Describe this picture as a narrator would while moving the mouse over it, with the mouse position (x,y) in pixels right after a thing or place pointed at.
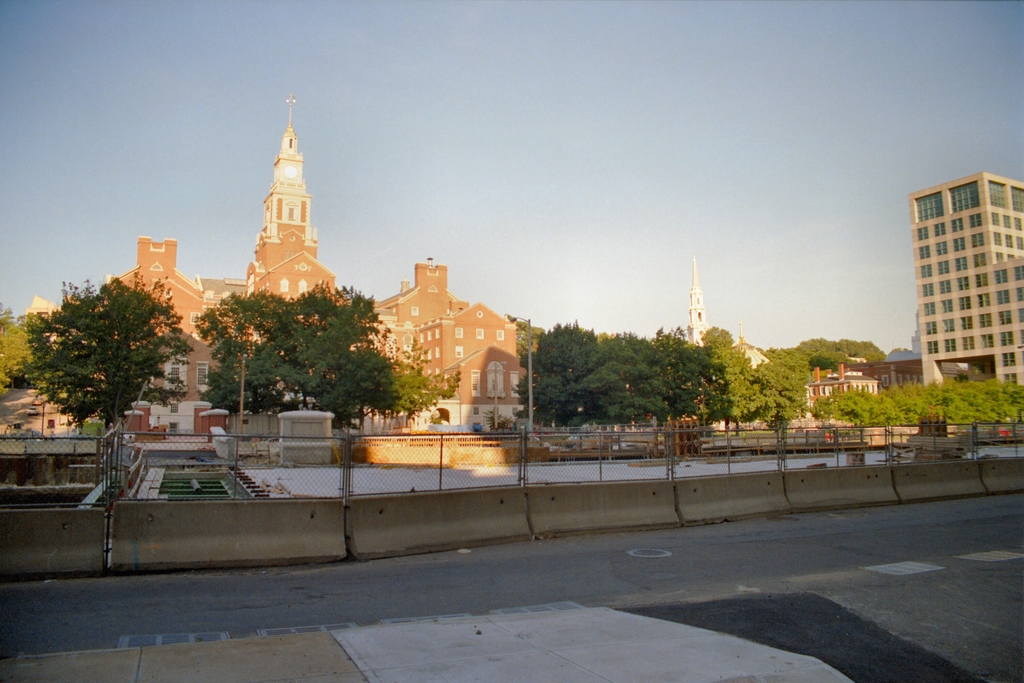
Here in this picture we can see a church (279,284) and other number of buildings (481,343) present over there and we can see plants (565,388) and trees (584,379) present here and there and in the middle (682,444) we can see a railing (276,447) present over there.
